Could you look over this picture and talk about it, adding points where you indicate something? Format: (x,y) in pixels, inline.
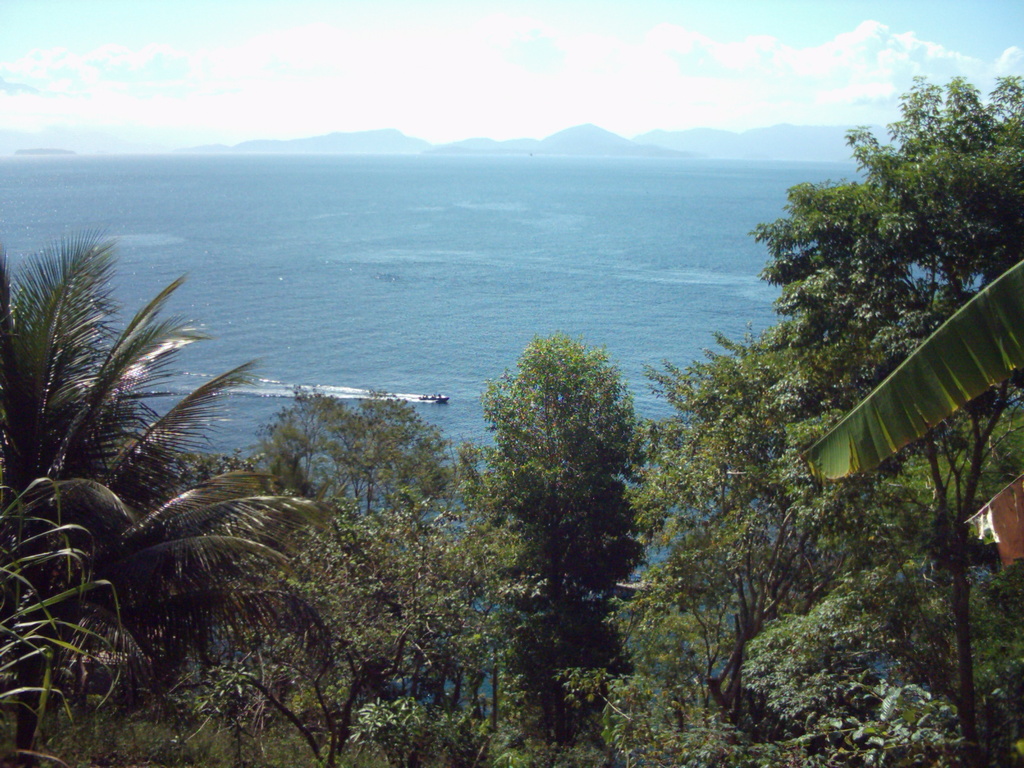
In this image, we can see some plants (17,499) and trees (639,496). We can see the water (402,343) with some object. We can also see some hills (675,131) and the sky (779,113) with clouds (802,113).
